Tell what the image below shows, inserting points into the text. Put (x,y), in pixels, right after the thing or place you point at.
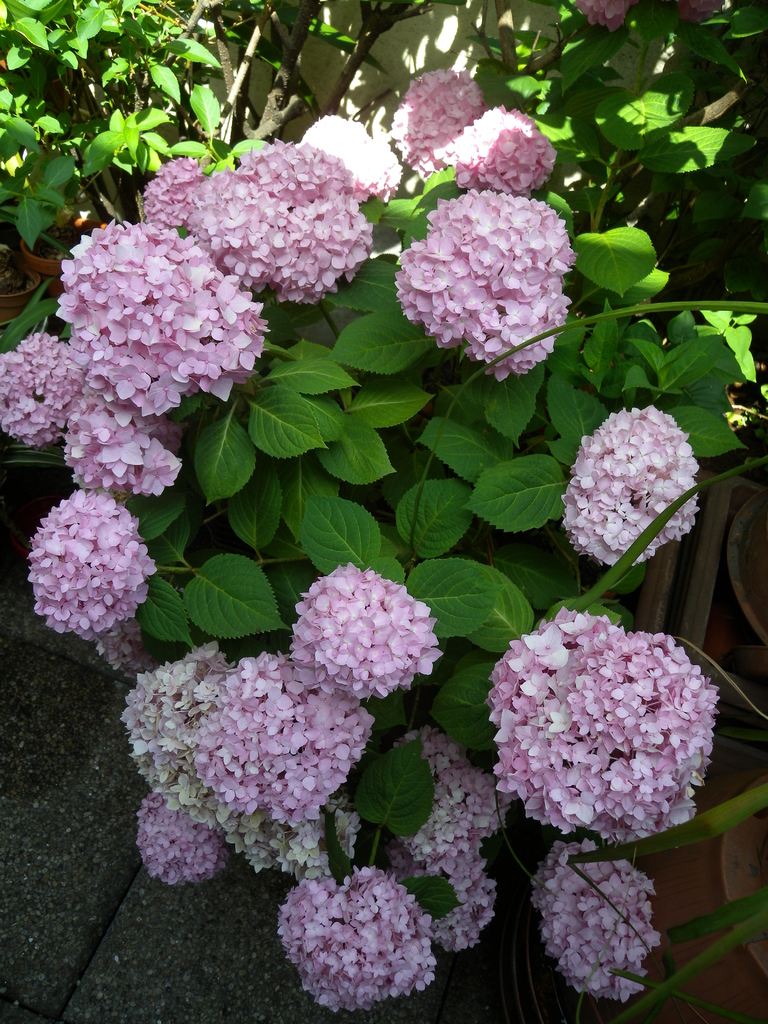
In the center of the image (349,344) there are flowers (142,331) and leaves (194,577). At the bottom of the image (89,1006) there is ground (189,914).
